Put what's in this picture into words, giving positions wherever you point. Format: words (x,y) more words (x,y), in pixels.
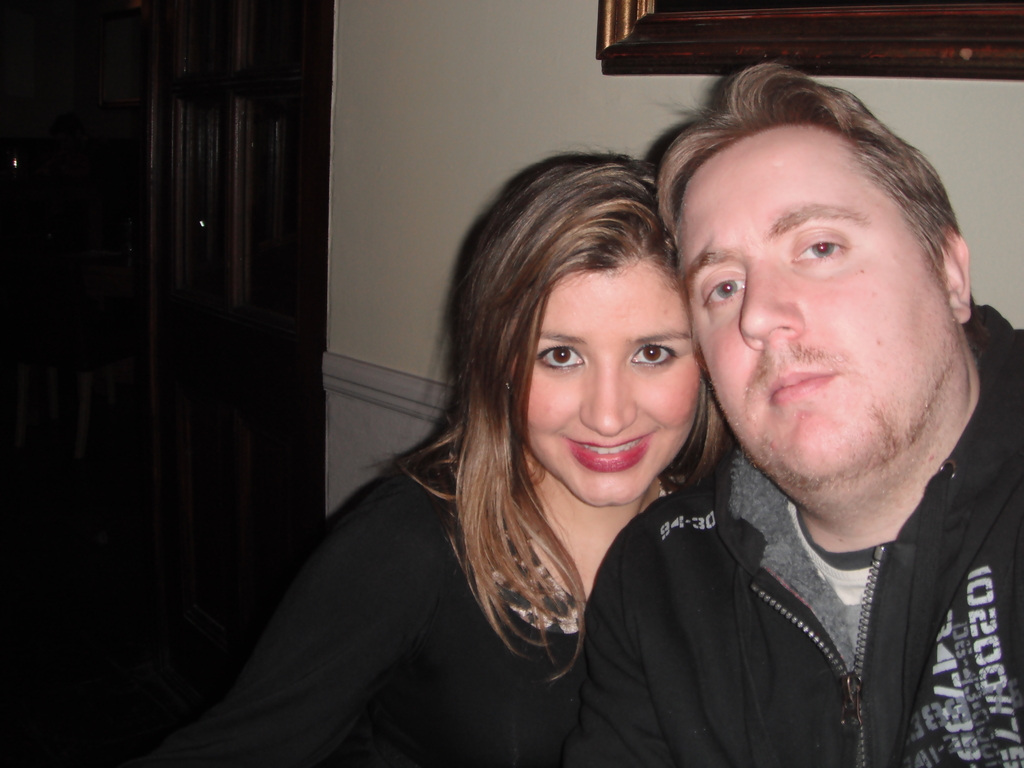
In the picture there are two people (577,508) posing for the photo and behind them there is a wall (577,71) and on the wall (529,75) there is a frame (847,49) and there is a door (230,270) on the left side (218,208).
